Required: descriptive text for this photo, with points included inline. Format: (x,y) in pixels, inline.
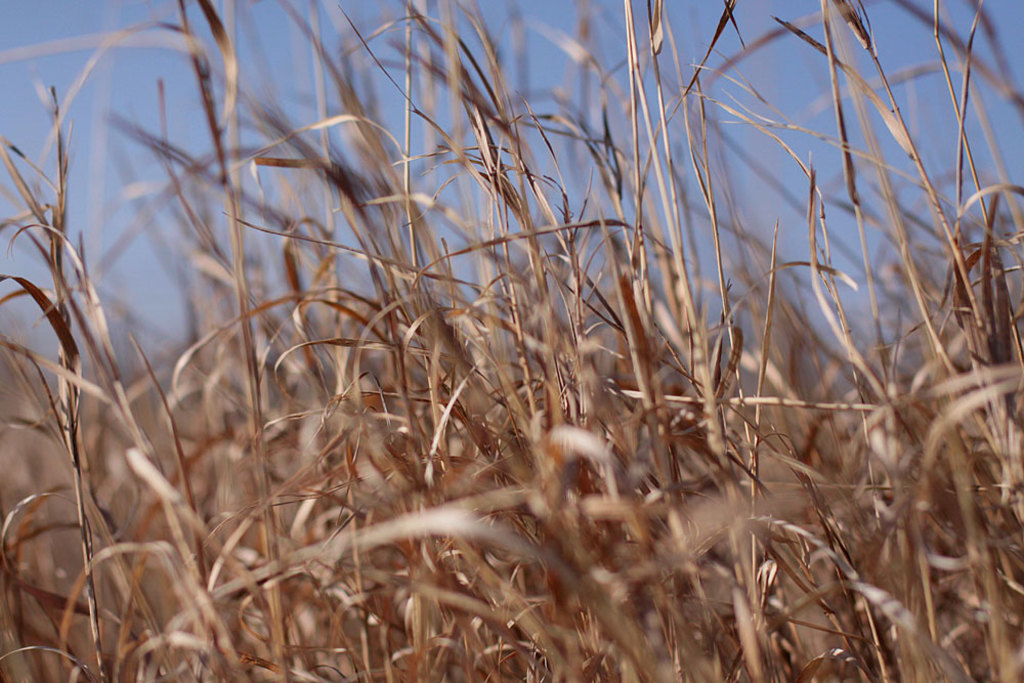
Here in this picture we can see grass (633,429) present all over there.
